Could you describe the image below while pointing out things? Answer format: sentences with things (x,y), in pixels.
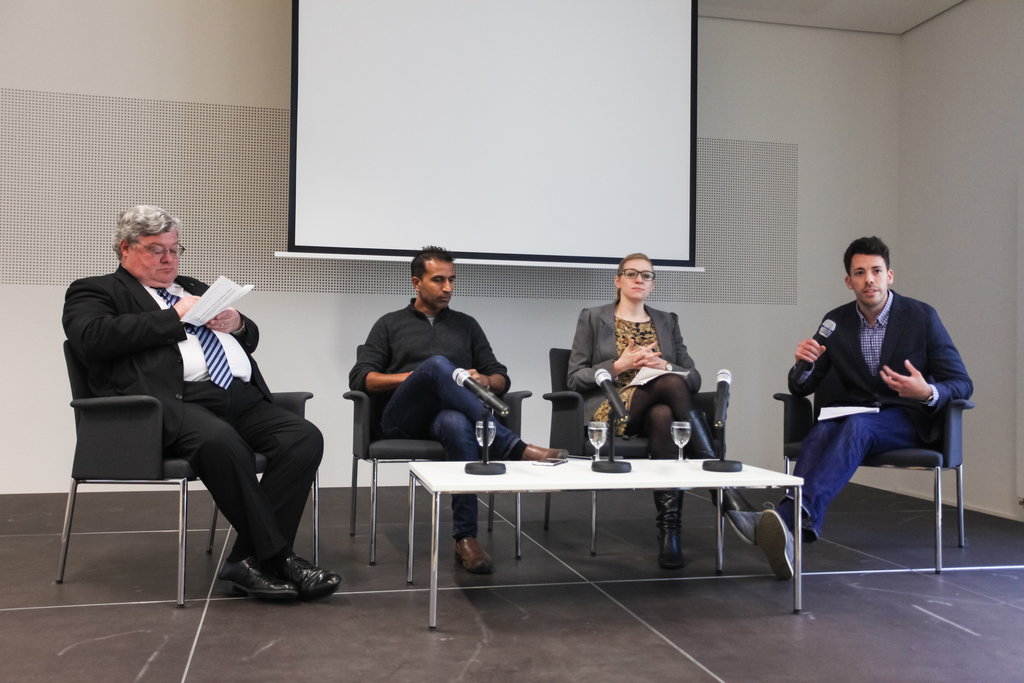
In this room (277,267) there are group of persons (313,438) who are sitting in a room (762,456) on the chairs (140,414) and in front of them there are microphones (721,446).
